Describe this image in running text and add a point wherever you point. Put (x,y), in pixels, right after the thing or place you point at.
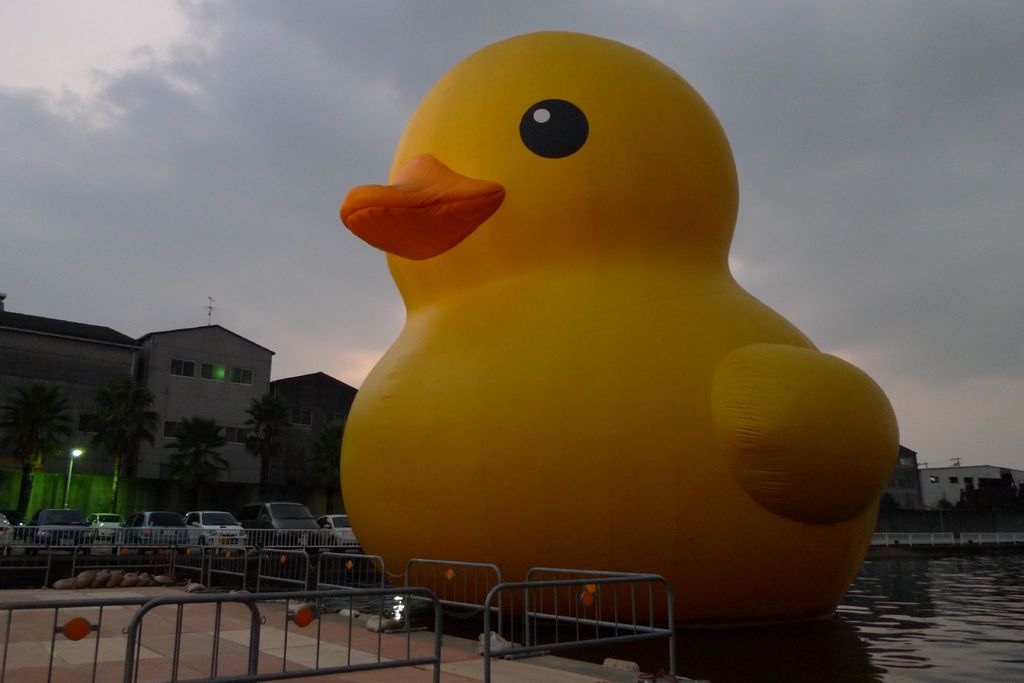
This image consists of a duck (600,355) in yellow color. At the bottom (895,625), there is water (915,622). To the left (82,604) there is a fencing (82,604). In the background (176,533), there are cars (214,525) and buildings (81,421).
